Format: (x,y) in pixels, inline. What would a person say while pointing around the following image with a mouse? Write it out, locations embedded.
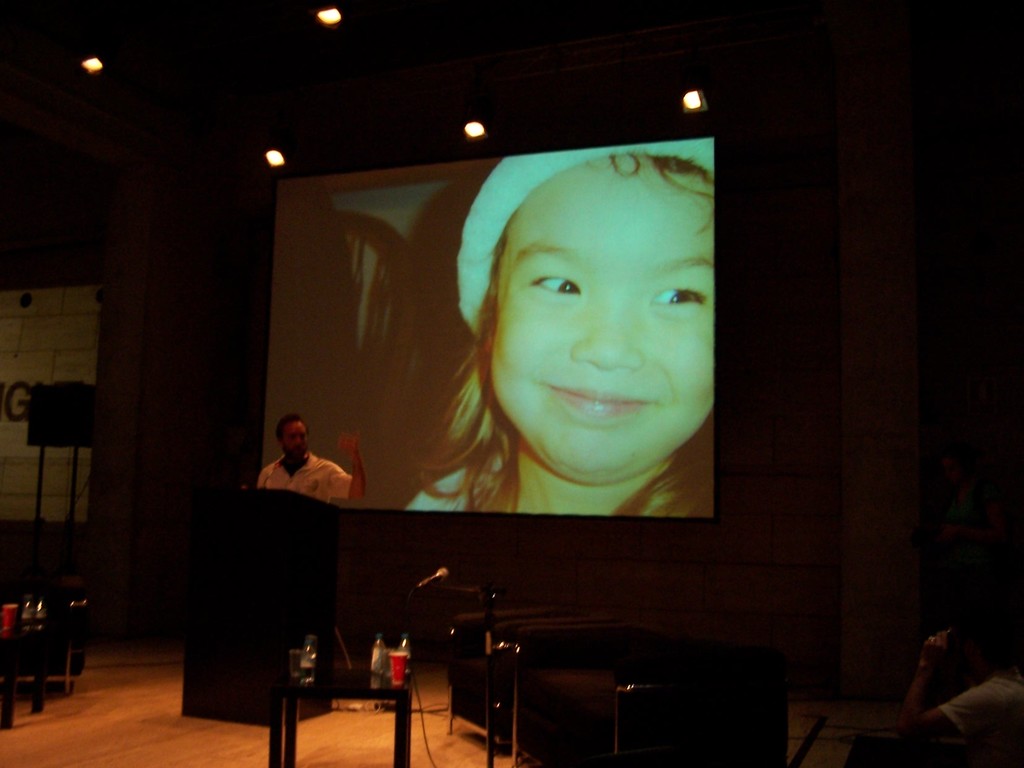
In this image on the right side (975,547), I can see two people (927,654). I can see a person (298,463) standing near the podium (269,561). I can see some objects (309,649) on the table (357,691). I can see a mike (428,584) and the sofa (582,675). In the background (566,399), I can see something projected on the screen (451,310). At the top (693,97) I can see the lights (339,23).
